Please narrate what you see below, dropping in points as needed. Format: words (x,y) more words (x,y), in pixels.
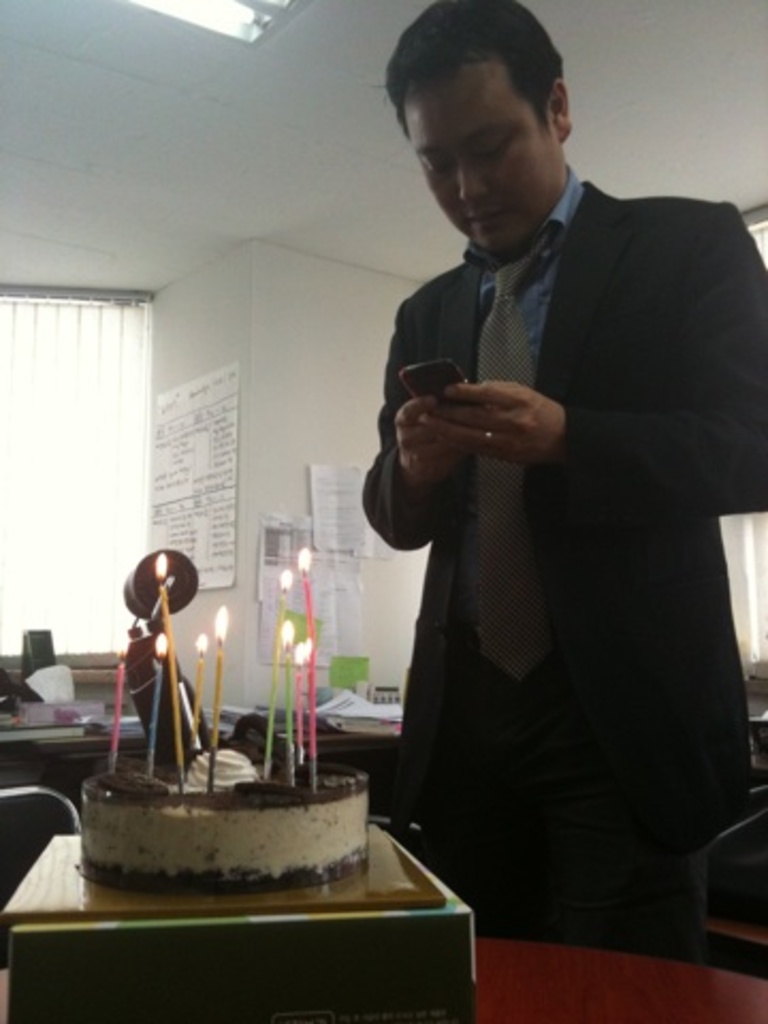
In the background (74,494) we can see window blind (117,489). We can see papers (324,583) with some information. Papers (321,541) are pasted on the walls (367,575). At the top (352,41) we can see the ceiling (350,84) and light (248,1). In this picture we can see a man (746,395) is holding a mobile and he is staring at a mobile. On the tables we can see papers (338,701), tissue box (89,708), cake (355,782), candles (215,705) and few objects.
